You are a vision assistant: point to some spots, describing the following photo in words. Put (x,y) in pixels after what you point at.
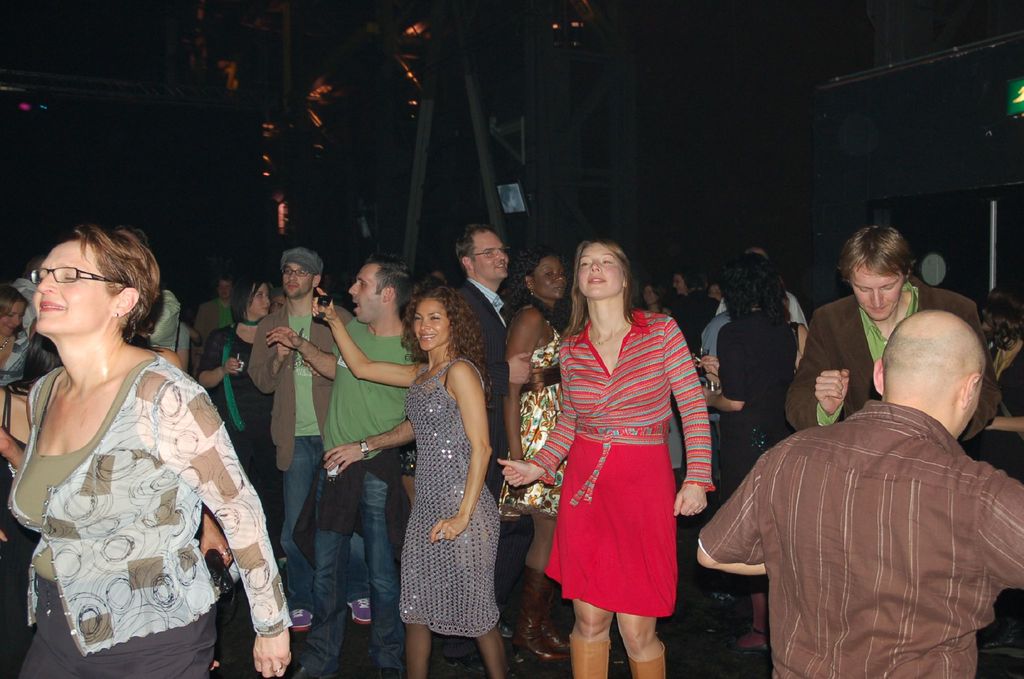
In this image I can see number of persons (465,457) are standing on the ground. I can see few metal rods (489,189), few lights (316,123) and the dark background (706,78).
